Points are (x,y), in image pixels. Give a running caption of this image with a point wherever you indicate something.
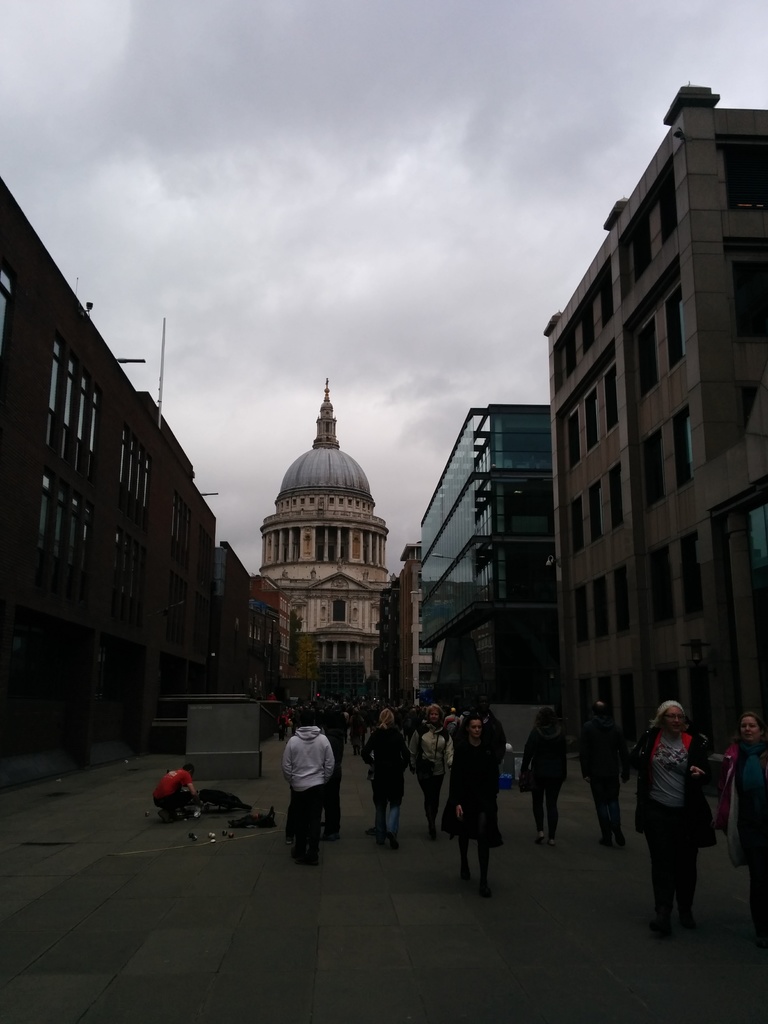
This image is taken outdoors. At the top of the image (243,108) there is the sky (393,219) with clouds (339,324). At the bottom of the image (347,942) there is a road (159,903). On the left (125,613) and right sides of the image there are many buildings (428,622). In the middle of the image (347,538) there is an architecture (342,528). Many people (332,716) are walking on the road (348,746) and a man (173,801) is in a squatting position. There are few objects (207,800) on the road (236,837).
